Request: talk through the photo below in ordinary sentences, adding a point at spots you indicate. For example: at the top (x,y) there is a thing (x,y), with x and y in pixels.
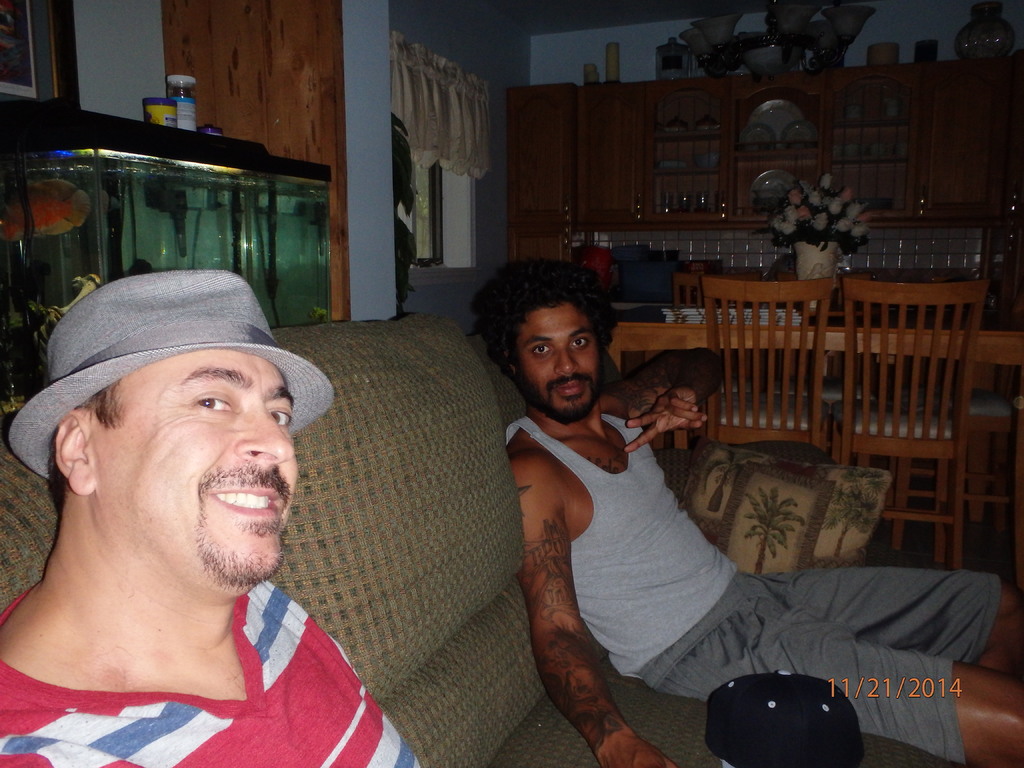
There are two persons (102,609) sitting on the couch (435,656) and at the left side of the image (142,176) there is a fish aquarium (292,204) and at the backside of the image (662,171) there is a wooden color glass door (865,189) and there is also a dining table (909,335) at the background (798,333).
